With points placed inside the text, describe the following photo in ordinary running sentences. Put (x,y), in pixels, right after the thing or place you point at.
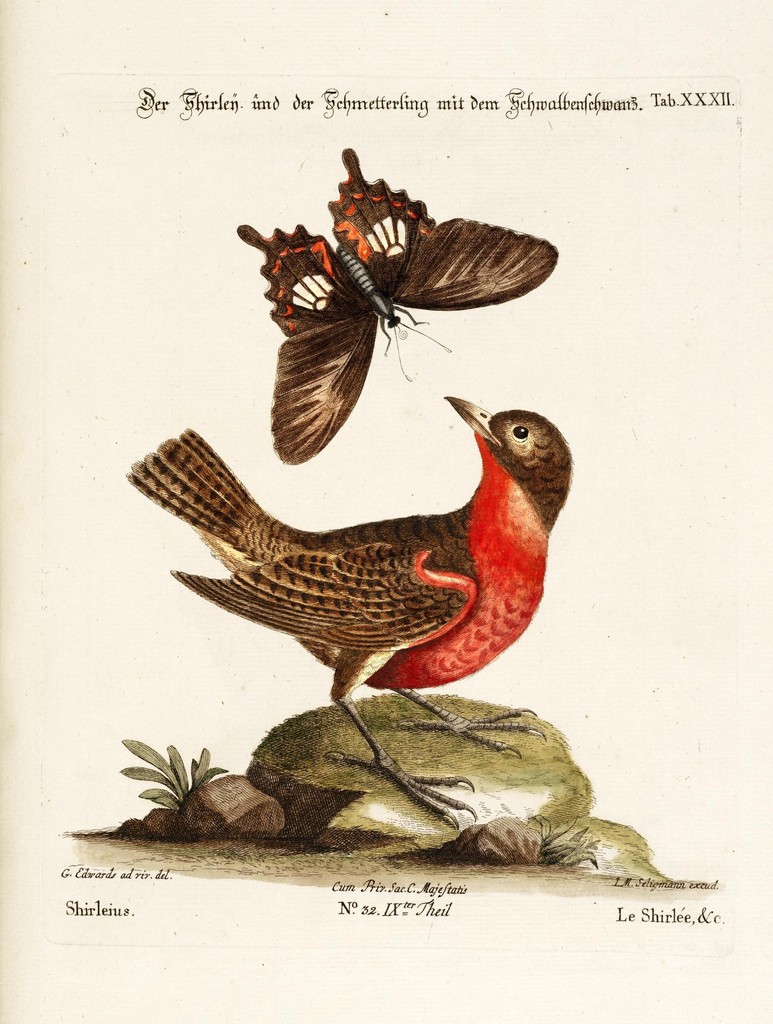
In the image I can see a poster (387,651) of a rock (340,777) on which there is a bird (429,706) and a butterfly (329,310) and also I can see something written on it.
